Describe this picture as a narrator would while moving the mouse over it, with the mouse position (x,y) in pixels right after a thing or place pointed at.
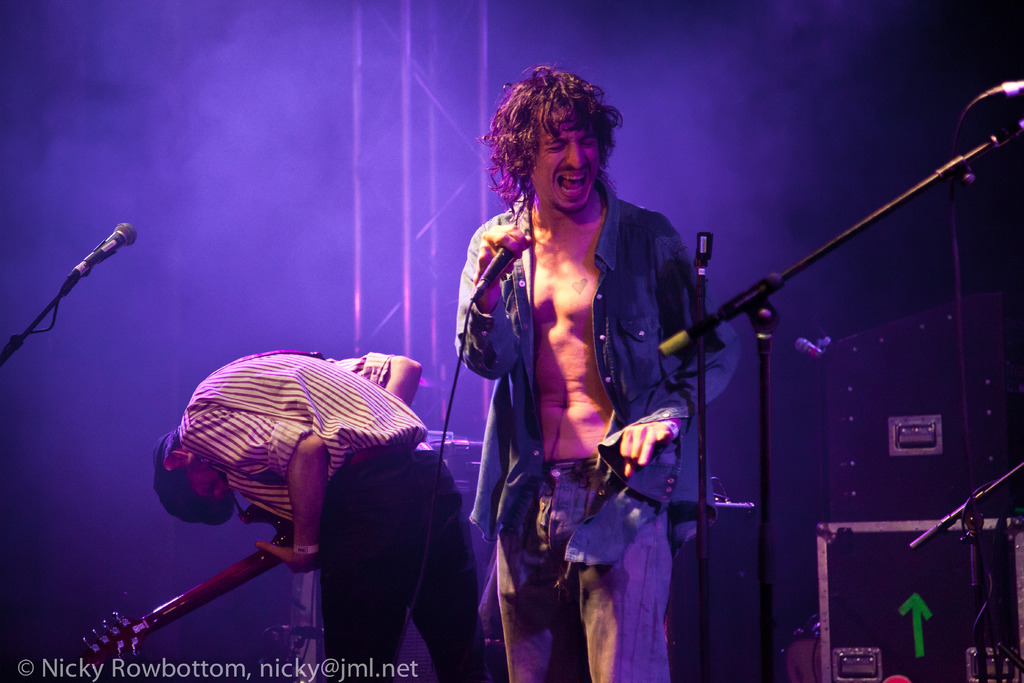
In this picture a guy (540,433) singing with a mic (493,277) in one of his hands (490,254) and a man (424,572) is playing a guitar (262,555) beside him.
